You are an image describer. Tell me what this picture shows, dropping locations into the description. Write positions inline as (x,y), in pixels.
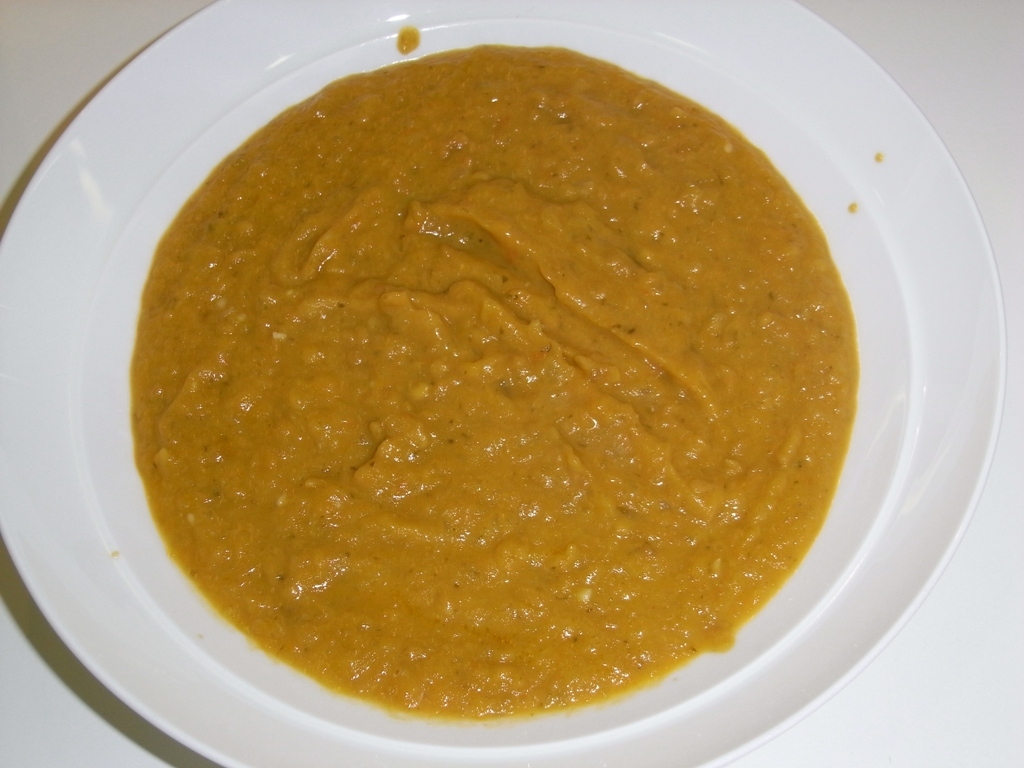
In this image we can see food (382,380) in a plate (231,37) which is on a white color platform (976,744).
